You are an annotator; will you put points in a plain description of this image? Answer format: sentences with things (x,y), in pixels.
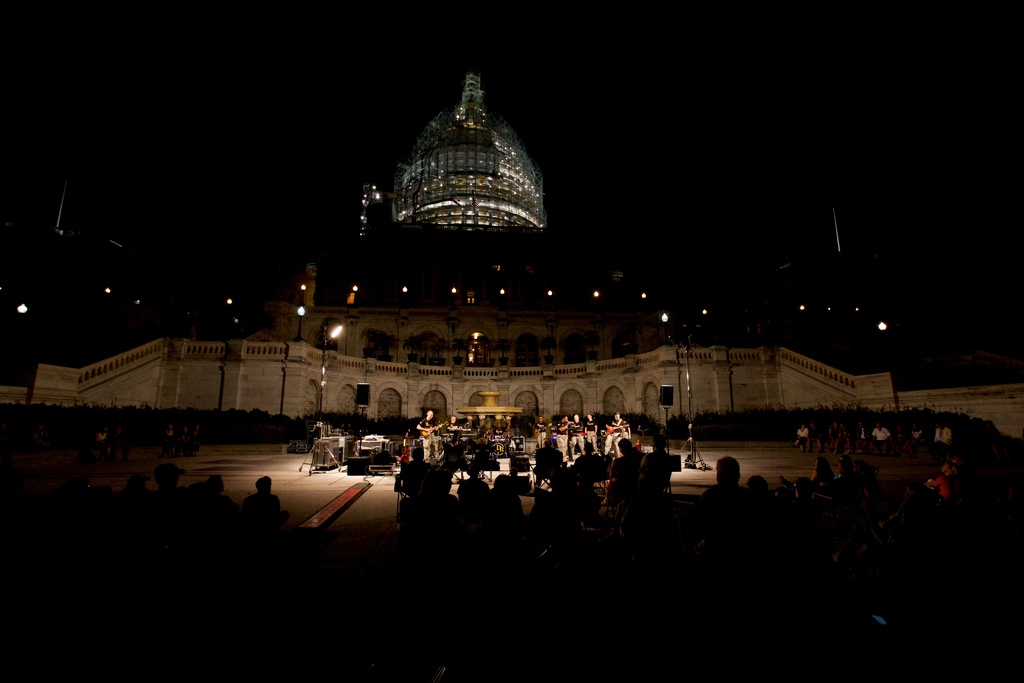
In this image there are group of persons (712,577), and at the background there are musical instruments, a water sculpture fountain (506,415), group of persons (619,418) standing, trees (403,422), lights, building (298,381), sky (618,108).
